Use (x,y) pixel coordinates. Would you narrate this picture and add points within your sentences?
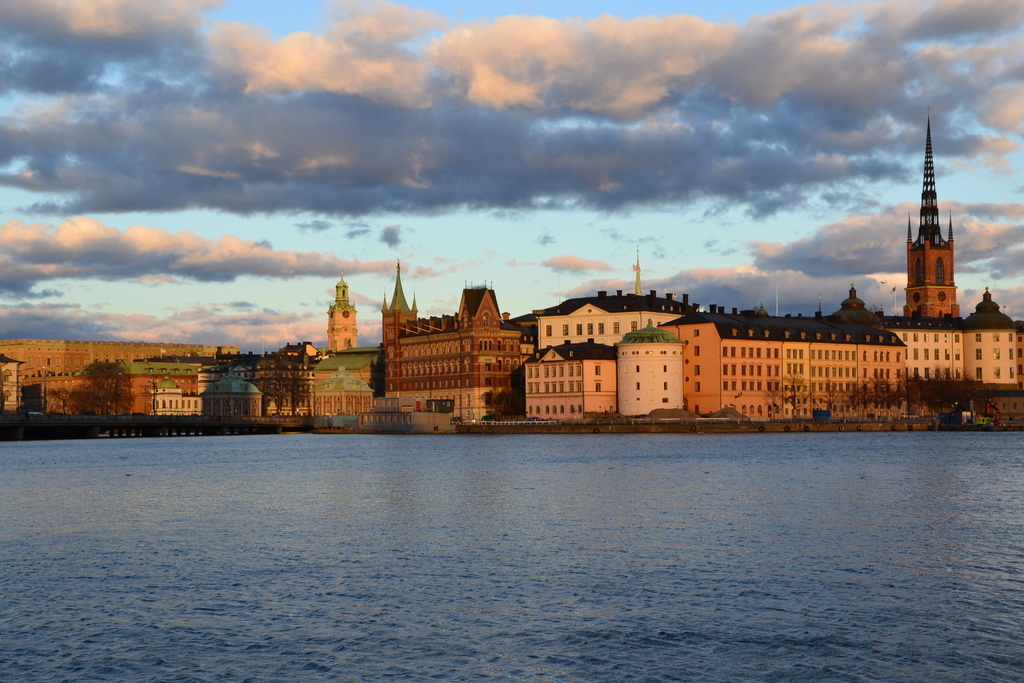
There is water (588,548). In the background (813,361), there are buildings (570,328) having windows (697,383) and there are clouds (106,157) in the blue sky (491,258).
